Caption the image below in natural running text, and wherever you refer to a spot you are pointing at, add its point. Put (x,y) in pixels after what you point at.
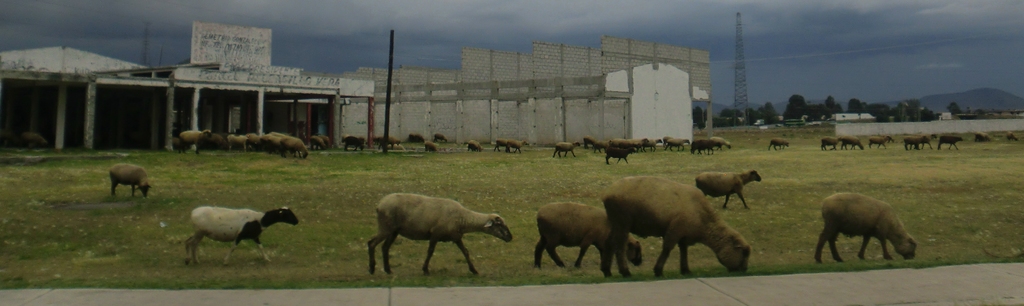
In this image there are few animals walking on the surface (591,174) of the grass (603,170). In the background (237,107) there is a building (238,103), huge walls (484,89) with bricks (486,72), tower (737,105), trees (884,111) and the sky (811,55).
